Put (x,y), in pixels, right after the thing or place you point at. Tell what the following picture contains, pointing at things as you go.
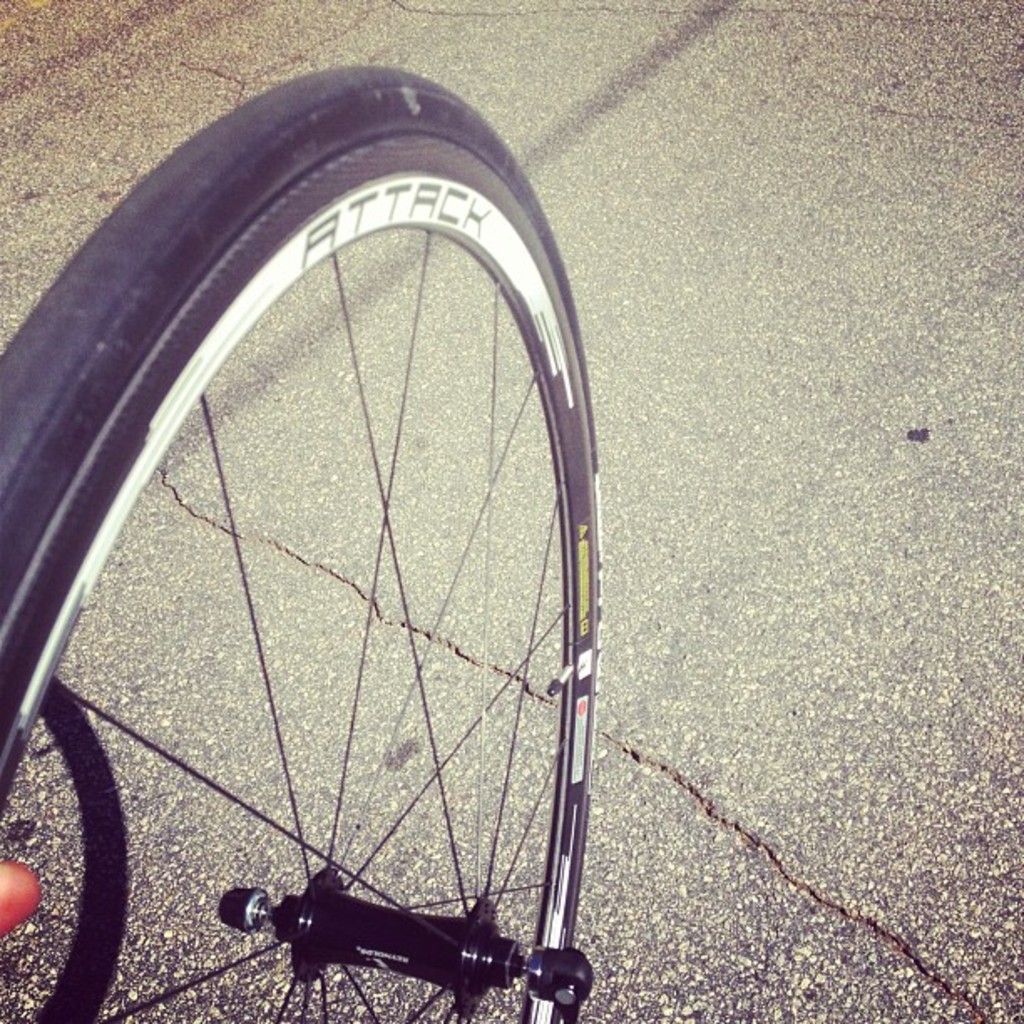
In this image we can see a wheel (350,338). There is a road (775,778) in the image. There is a finger (20,922) of a person (20,906) at the left side of the image (23,901).
